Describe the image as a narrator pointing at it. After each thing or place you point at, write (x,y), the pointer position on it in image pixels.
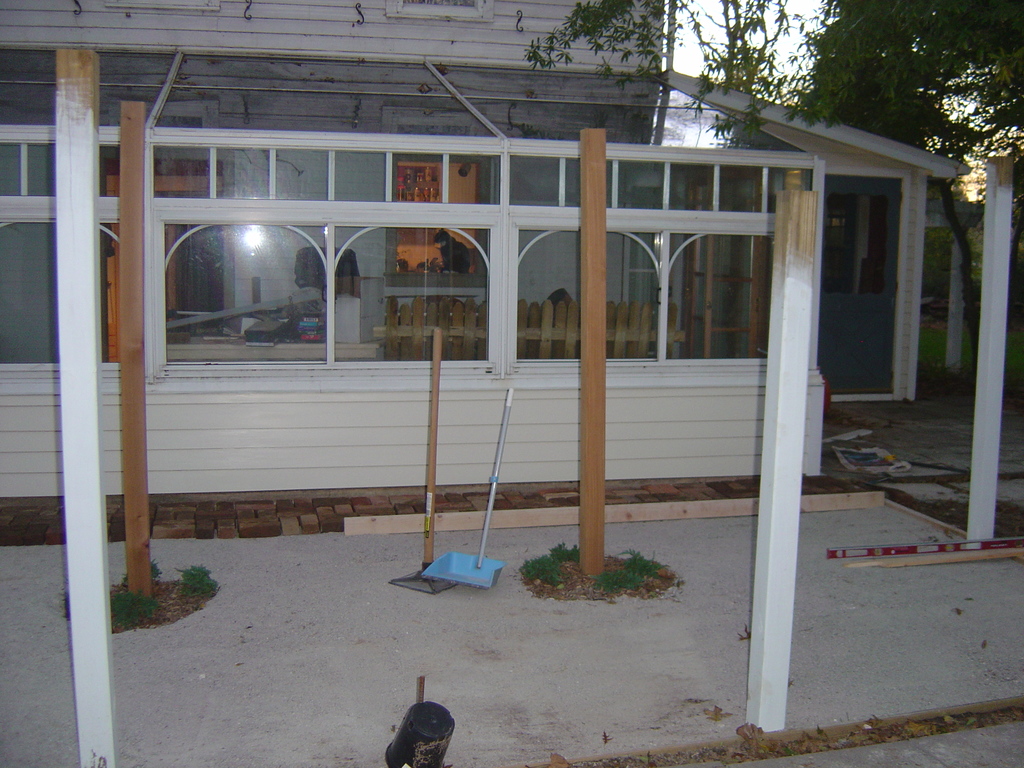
The picture is taken from, outside the house (36,360). In the foreground (625,559) there are poles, grass (628,571) and some wooden objects (436,530). In the center of the picture (416,307) there is house (273,292) with glass windows (397,239) and doors (835,249). On the right (945,30) there are trees (960,88).
